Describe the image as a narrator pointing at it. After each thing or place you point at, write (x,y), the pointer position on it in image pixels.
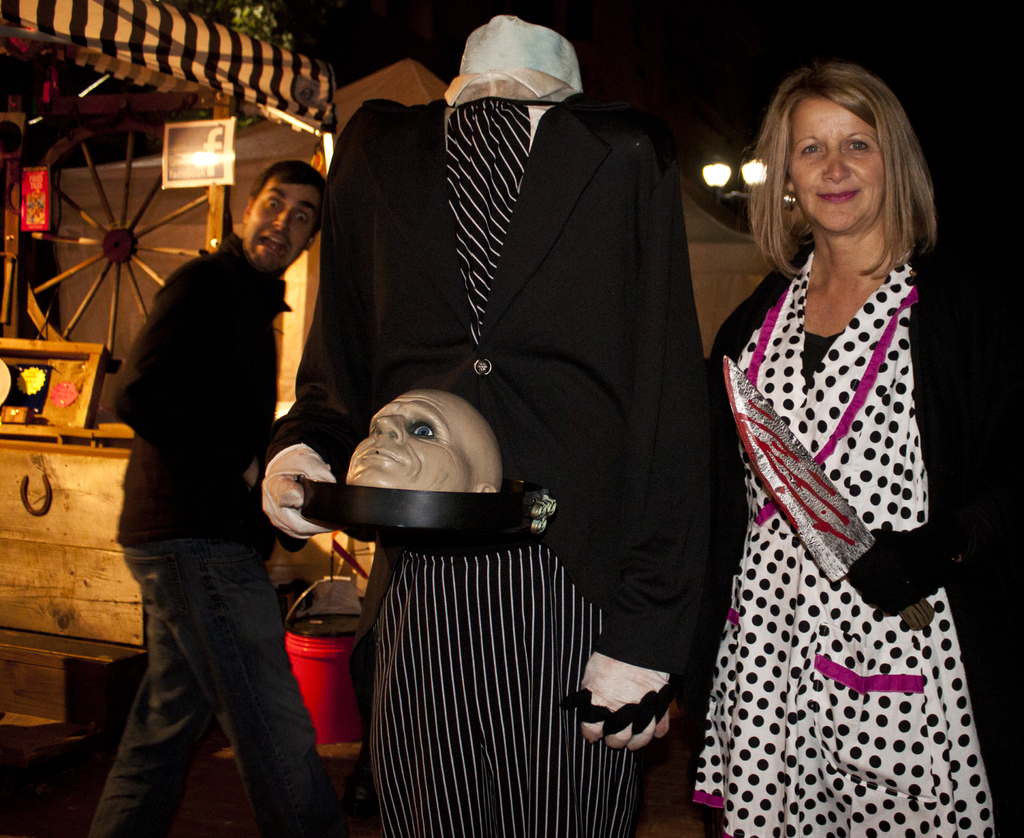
In this image, we can see persons (793,206) wearing clothes (219,334). There is a statue (423,253) in the middle of the image (554,385). There is a wheel (107,266) and tent (169,84) in the top left of the image (172,39). There is a wooden box (80,471) on the left side of the image (44,464). There is a bucket (325,681) at the bottom of the image (346,703).
